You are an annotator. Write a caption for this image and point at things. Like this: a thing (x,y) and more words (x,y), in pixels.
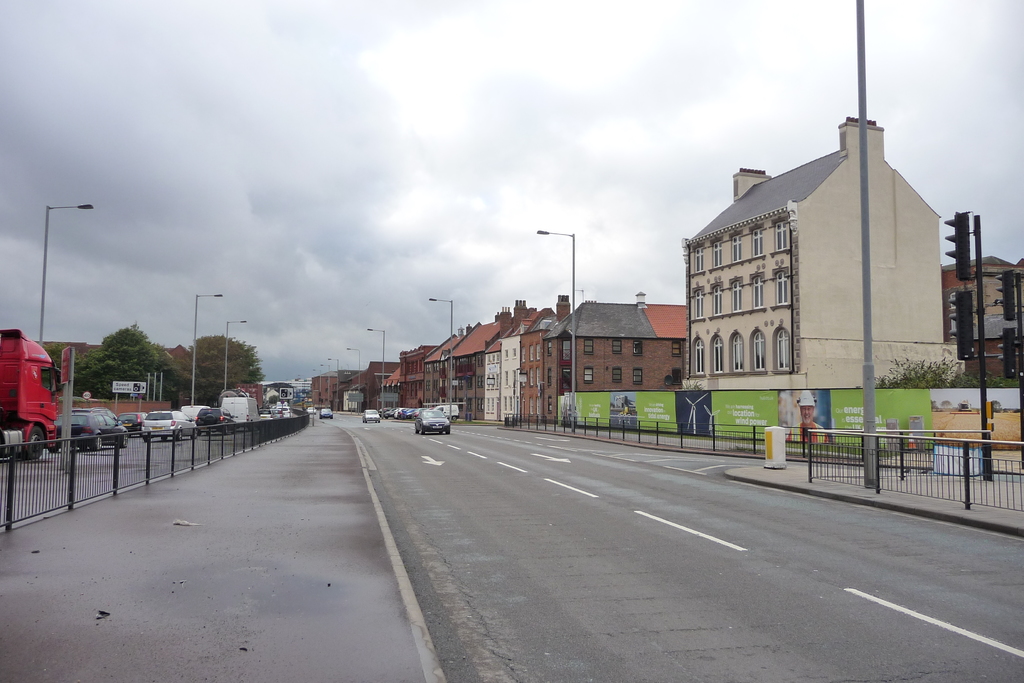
In this picture there are buildings (662,327), trees (102,363), poles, and boundaries (136,438) on the right (712,429) and left side of the image (262,435) and there are cars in the image, there are trees (193,360) in the background area of the image (157,390) and there are posters (923,392) on the wall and there are windows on the buildings (557,389).
